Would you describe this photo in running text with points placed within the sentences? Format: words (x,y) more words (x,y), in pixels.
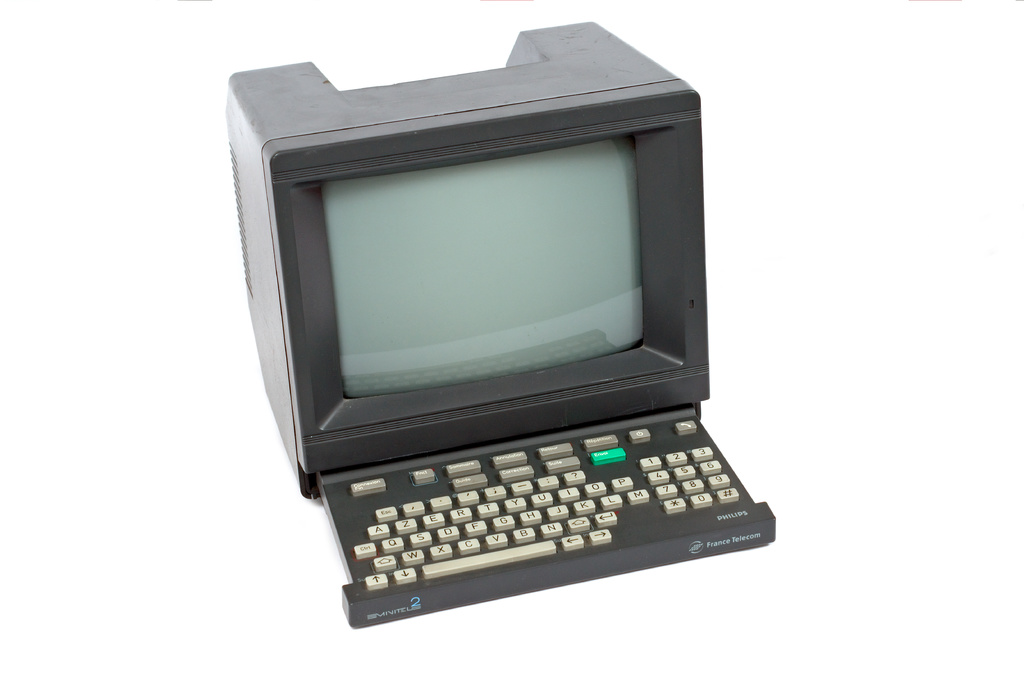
In this picture we can see a keyboard (470,497), monitor (548,377) and in the background (712,241) we can see white color.
